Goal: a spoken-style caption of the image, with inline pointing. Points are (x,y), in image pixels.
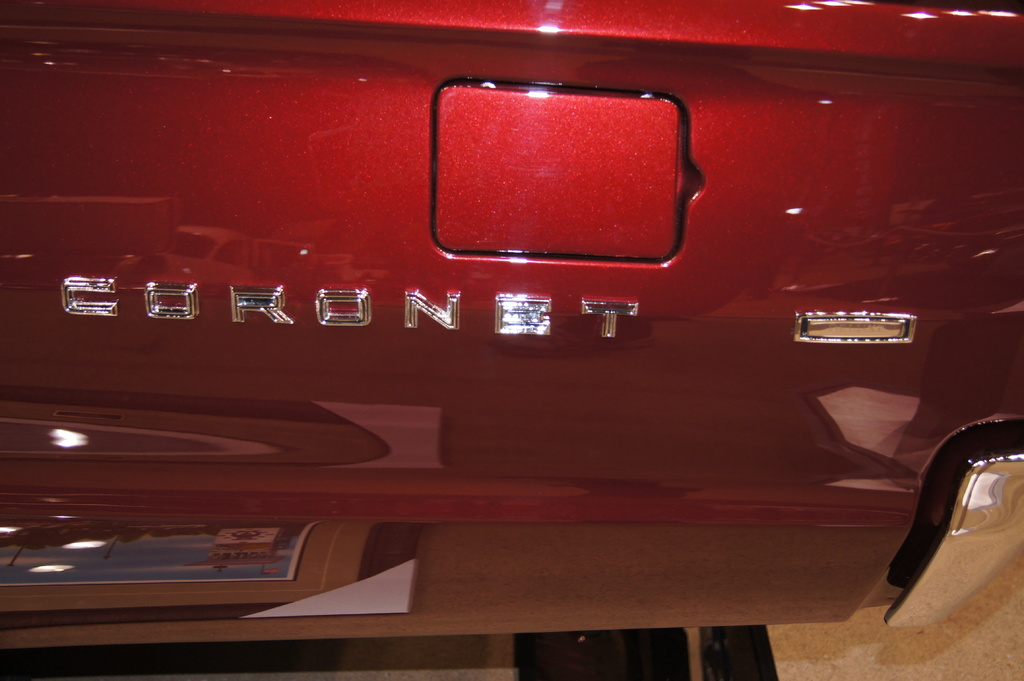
In this image I can see the vehicle (668,307) in red color.
